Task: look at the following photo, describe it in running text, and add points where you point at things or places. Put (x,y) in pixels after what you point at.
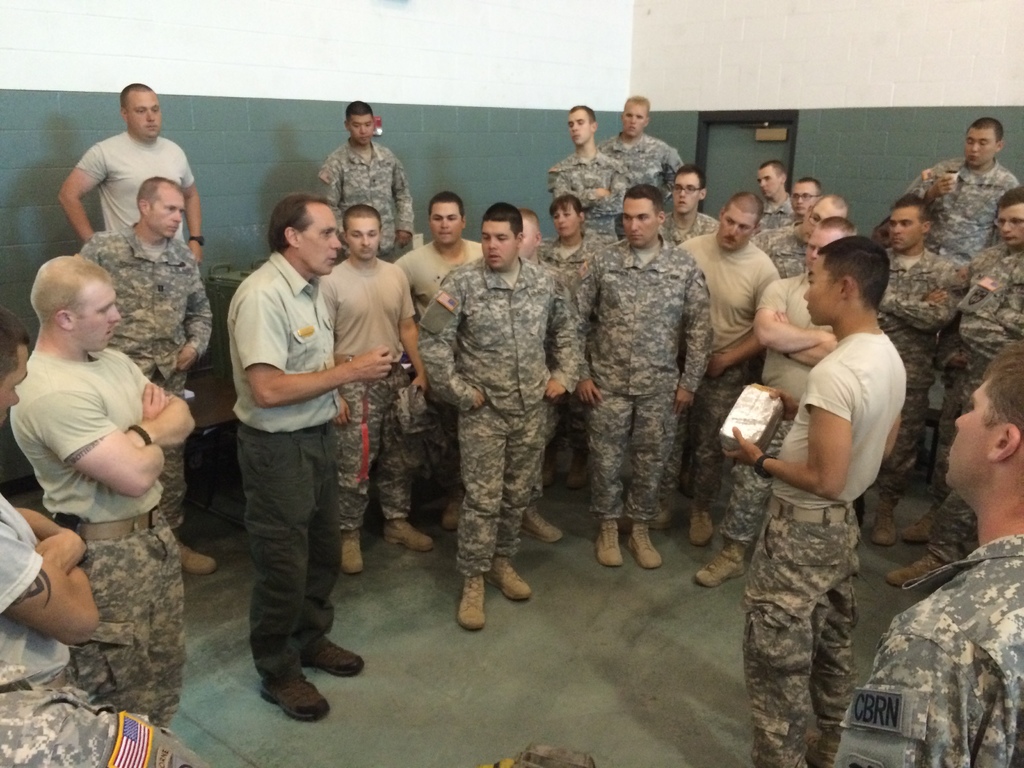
In this image we can see men (901,328) are standing. They are wearing army uniform (667,437). We can see white and green color walls (527,138) in the background (547,87).
